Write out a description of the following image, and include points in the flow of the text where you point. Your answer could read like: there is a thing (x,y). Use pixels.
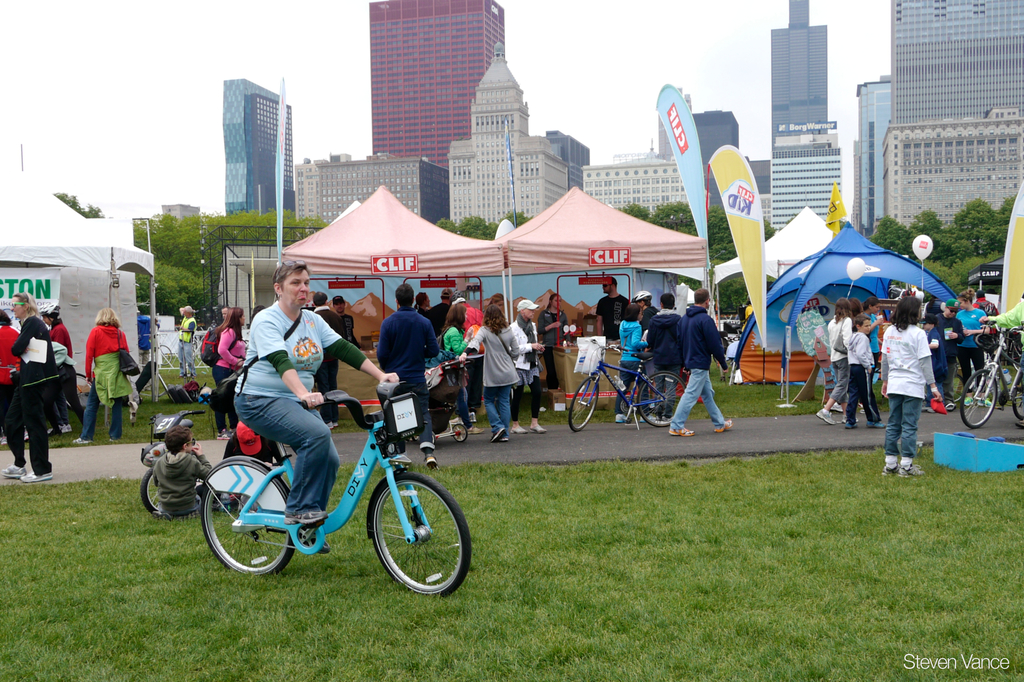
In this image, we can see some persons (952,387), cycles (594,390) and tents (445,271). There is a person (296,368) wearing clothes (288,403) and riding a bicycle (406,516) on the grass (385,609). There are some buildings (874,100) and trees (913,226) in the middle of the image (453,228). There is a sky (555,31) at the top of the image (557,32).
